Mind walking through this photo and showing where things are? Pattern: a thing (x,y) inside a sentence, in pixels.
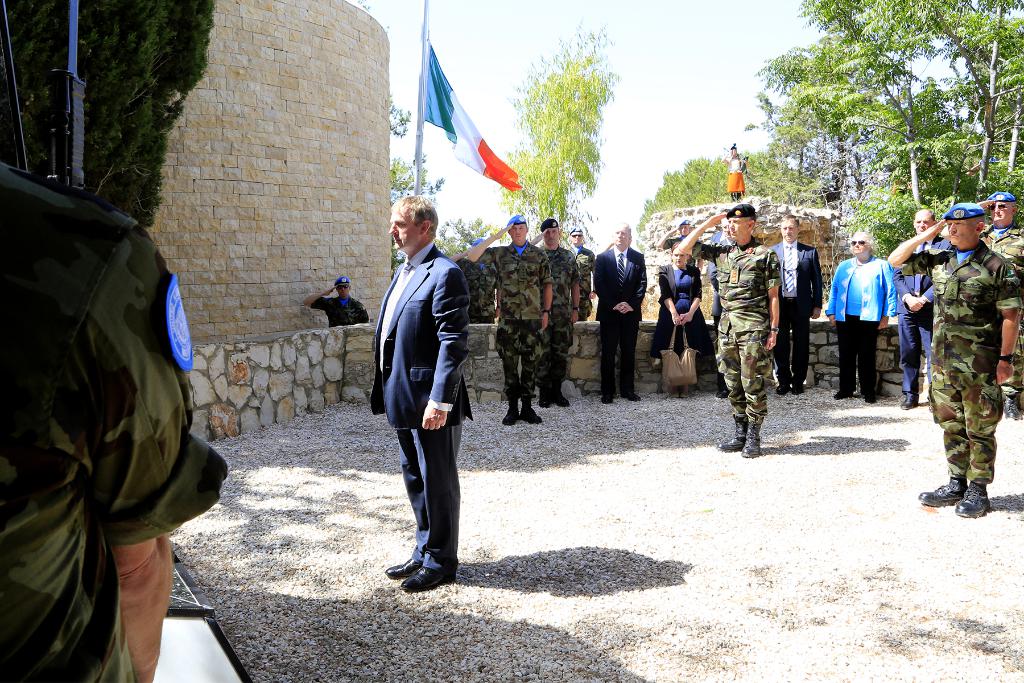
In this image we can see many people (956,343). We can see a person (142,433) at the left side of the image (142,433). There is a plant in the image. There is a flag (476,167) in the image. There is a rock wall (309,373) in the image. We can see the sky (683,66) in the image. There are few trees (847,153) in the image.
